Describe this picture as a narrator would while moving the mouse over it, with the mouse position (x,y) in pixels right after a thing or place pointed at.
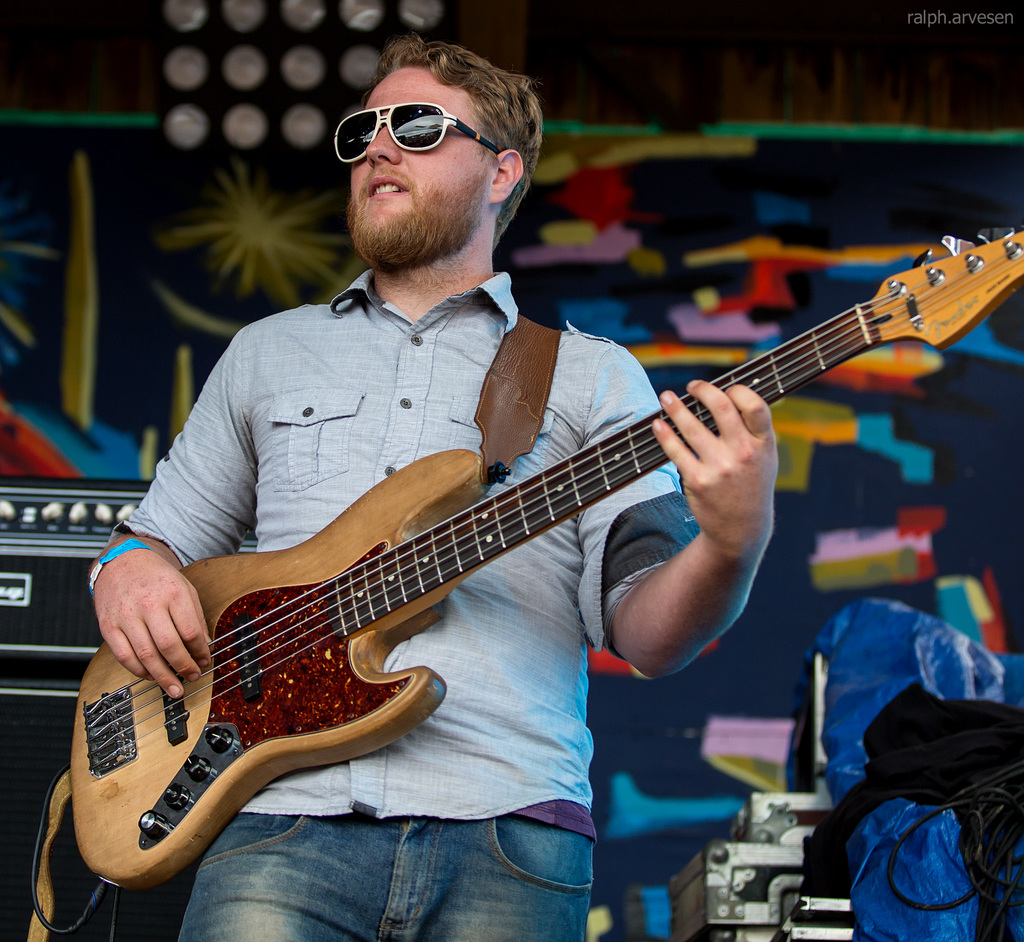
In the picture we can see a man (578,723) holding a guitar (290,650) and he is wearing a shades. In the background (759,685) we can see some designing wall (767,650) with lights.
